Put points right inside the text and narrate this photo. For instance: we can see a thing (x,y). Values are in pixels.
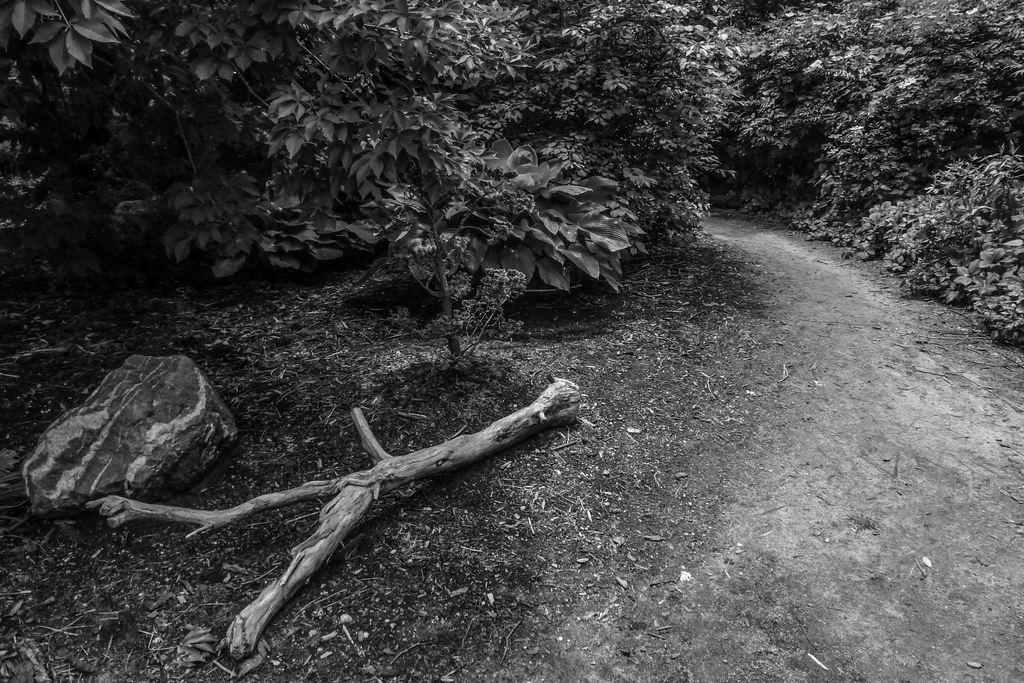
In the middle of the image (433,318) we can see some trees (413,11). In the bottom left corner of the image (136,505) we can see a stem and stone (201,383).
